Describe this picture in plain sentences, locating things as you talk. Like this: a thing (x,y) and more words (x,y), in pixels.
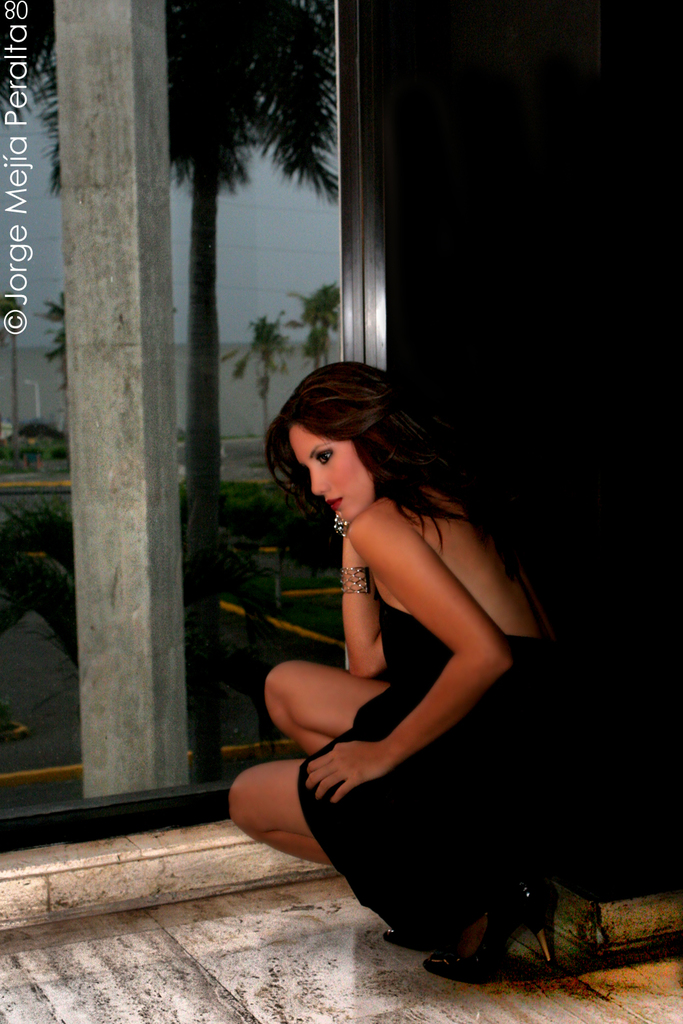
In the picture there is a woman (396,740) sitting in a squat position in a glass window (223,374), through the glass window (218,361) we can see trees (204,358), a wall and a clear sky (27,320).
